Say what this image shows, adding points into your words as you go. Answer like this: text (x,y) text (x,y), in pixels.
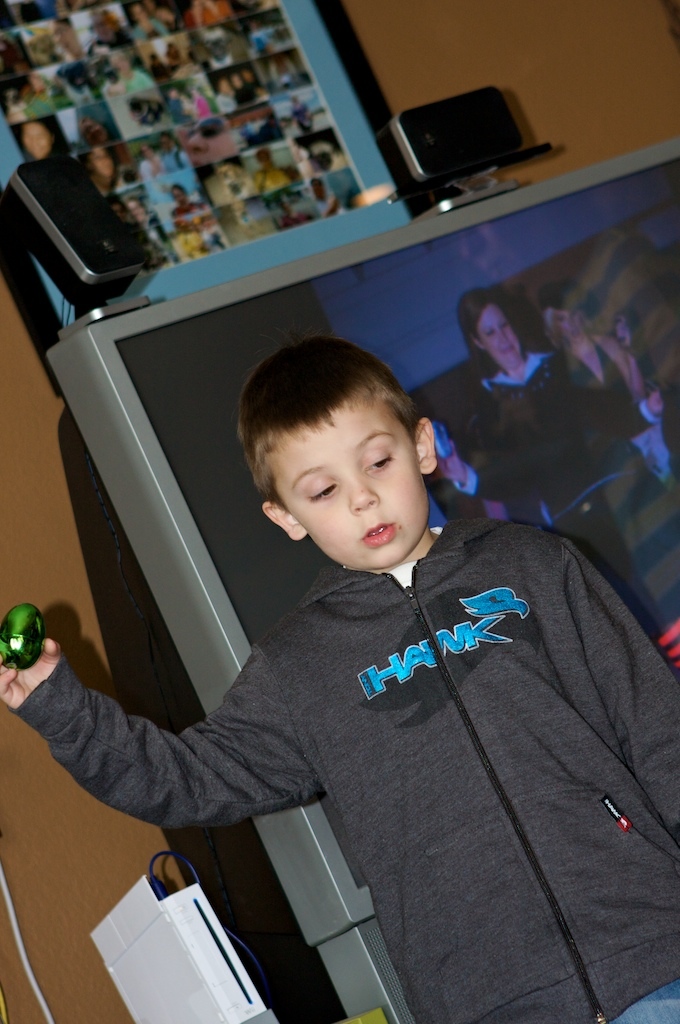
In this image there is a child (391,720) holding an object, beside the child (296,363) there is a television (296,334), on top of it there are speakers (52,235), beside that there is an object (200,940). In the background (215,82) there is a frame (133,143) hanging on the wall (87,820).
